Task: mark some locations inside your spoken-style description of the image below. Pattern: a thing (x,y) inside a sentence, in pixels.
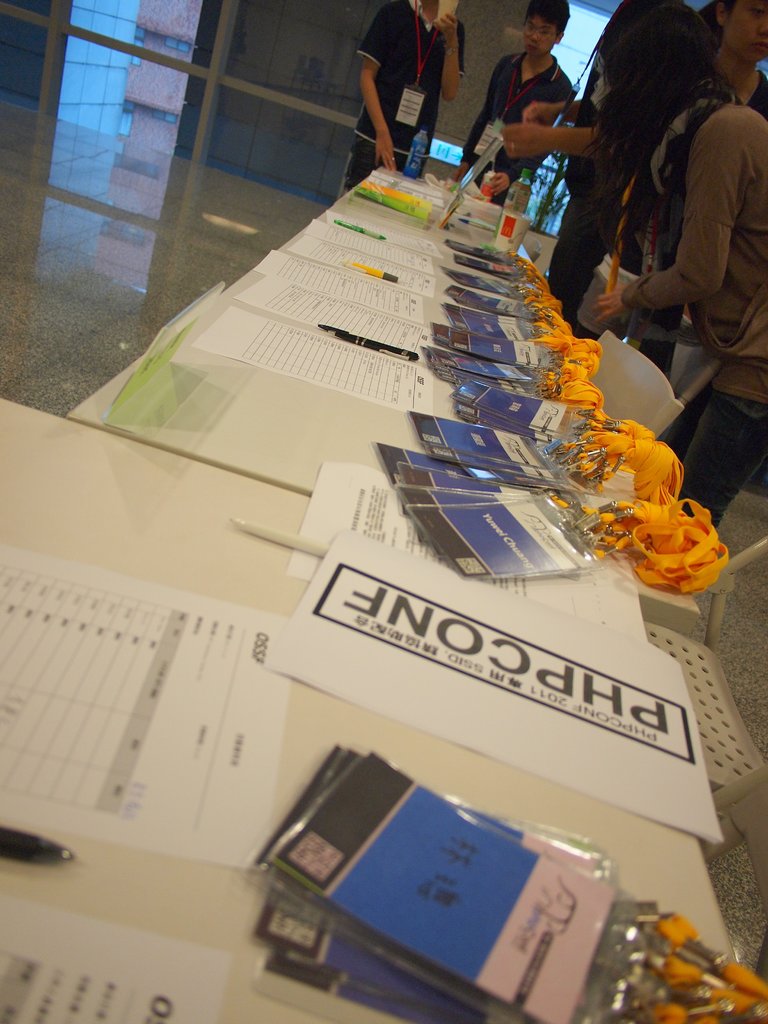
In this picture I can see few papers (346,306), pens (369,267) and few ID cards (427,519) with tags (660,500) on the tables (324,423) and I can see chairs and few people (764,54) are standing.
